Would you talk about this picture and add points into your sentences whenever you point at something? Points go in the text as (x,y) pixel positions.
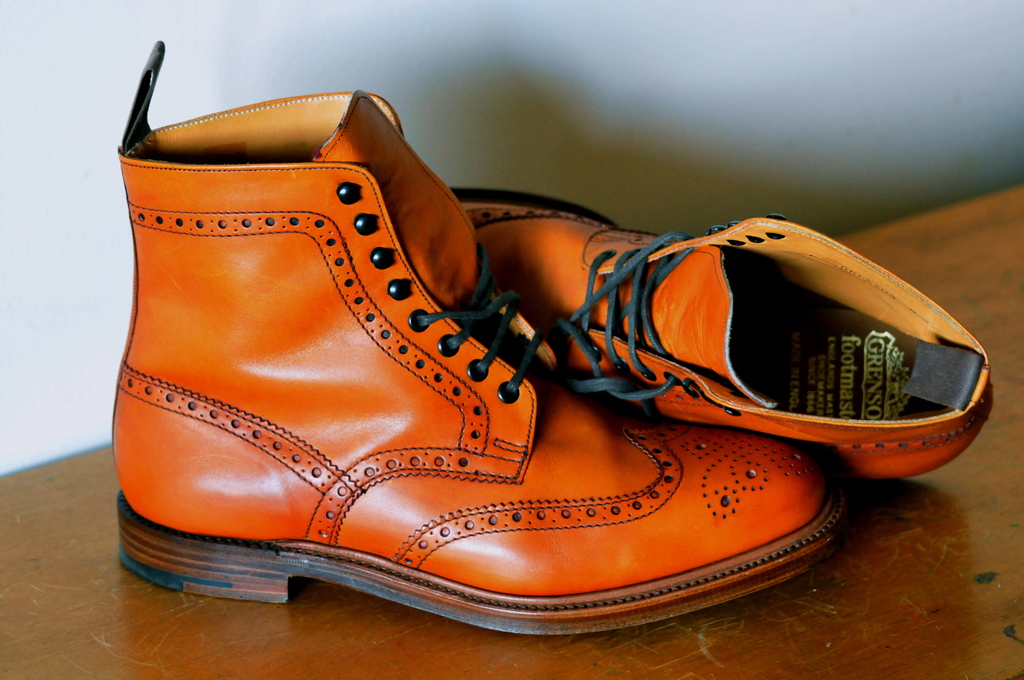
This picture shows a pair of brown color shoes (355,446) on the table (1017,504).
